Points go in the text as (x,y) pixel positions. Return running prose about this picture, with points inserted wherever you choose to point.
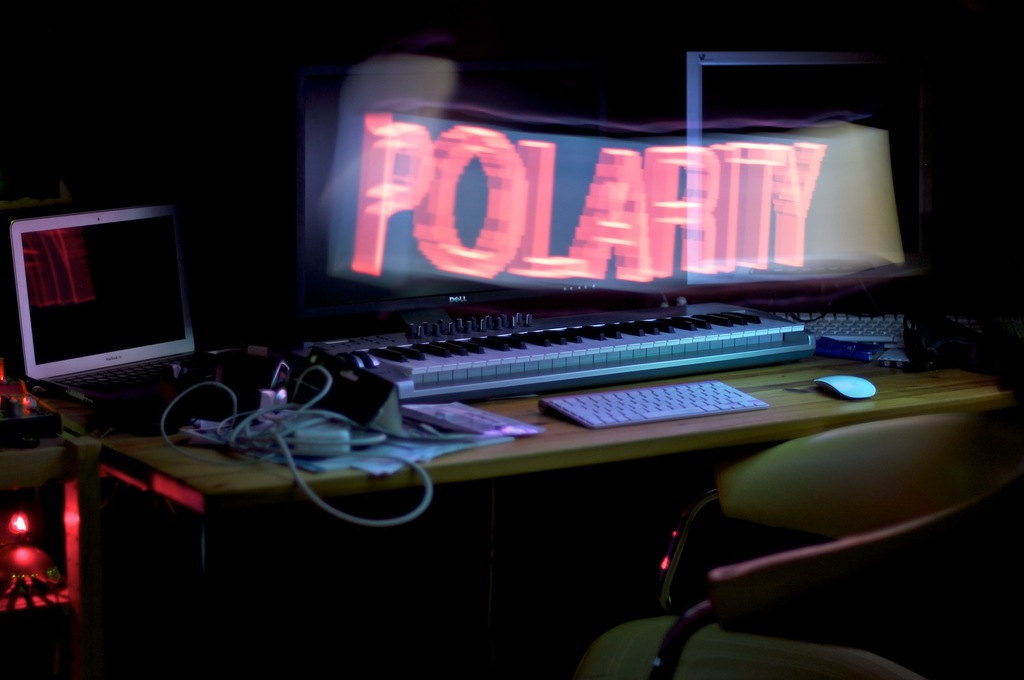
In this picture I can see a keyboard (659,387), computer mouse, laptop (171,262), musical instrument (575,362) and other objects (383,433) on the table (539,435). On the right side (899,545) I can see a chair (885,556).
